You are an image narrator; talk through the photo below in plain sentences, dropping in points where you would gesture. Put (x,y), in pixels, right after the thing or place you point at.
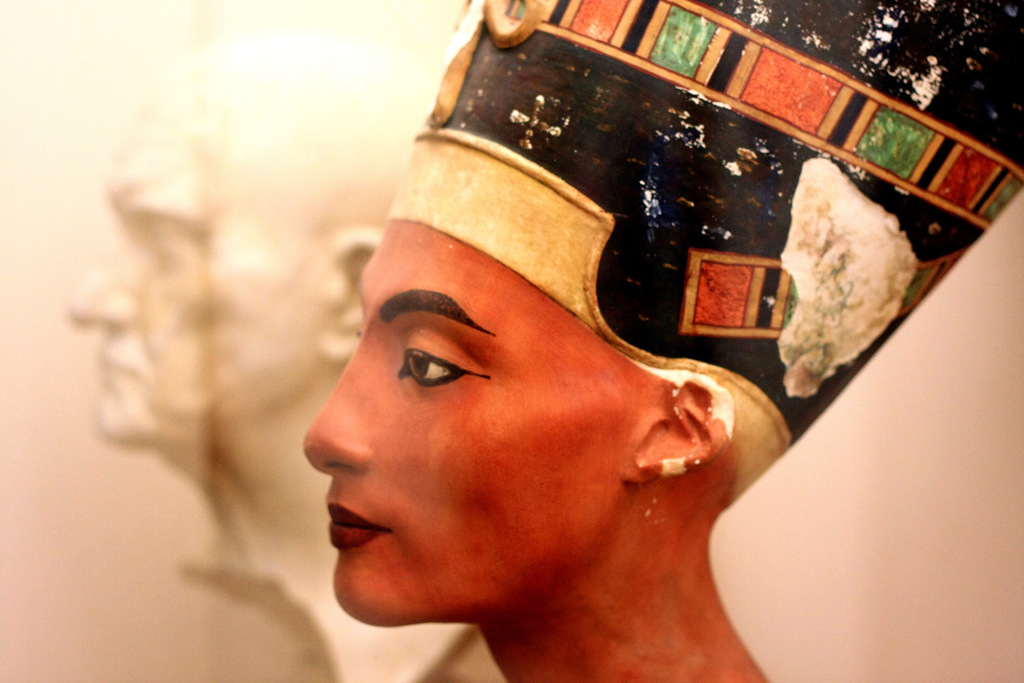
As we can see in the image there are statues (506,339) and white color wall (839,497).
